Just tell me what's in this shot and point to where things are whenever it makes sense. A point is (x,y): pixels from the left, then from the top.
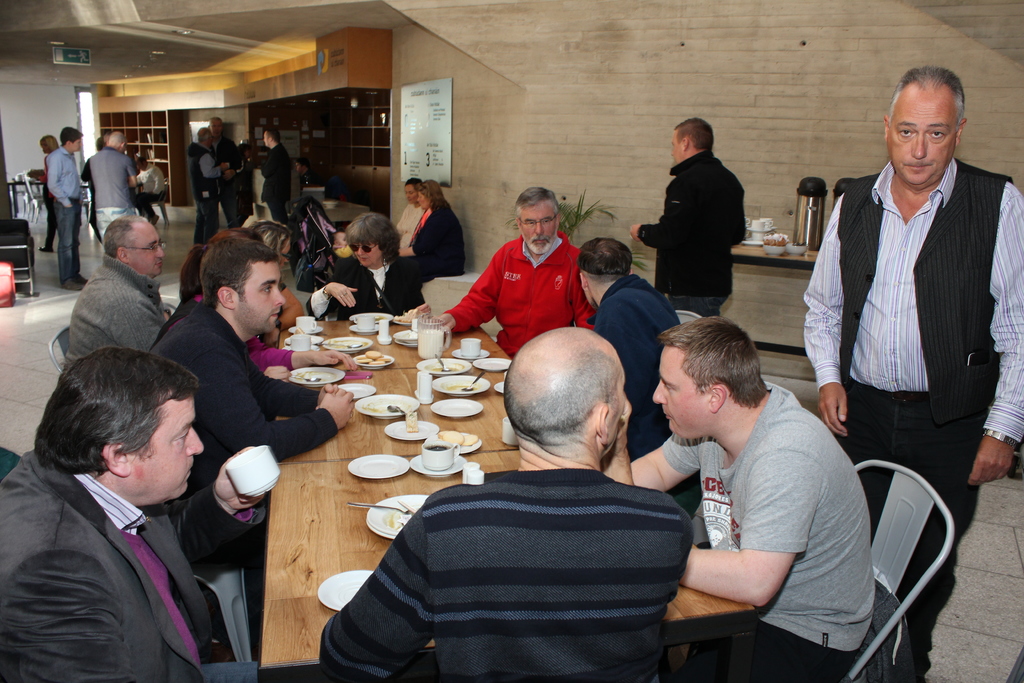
There is a group of people (534,207) who are sitting on a chair (901,522) and in front of a wooden table (316,507) having snacks (411,415) and a cup of tea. In the background (242,214) we can see a few people (126,201) who are standing and having a conversation.
